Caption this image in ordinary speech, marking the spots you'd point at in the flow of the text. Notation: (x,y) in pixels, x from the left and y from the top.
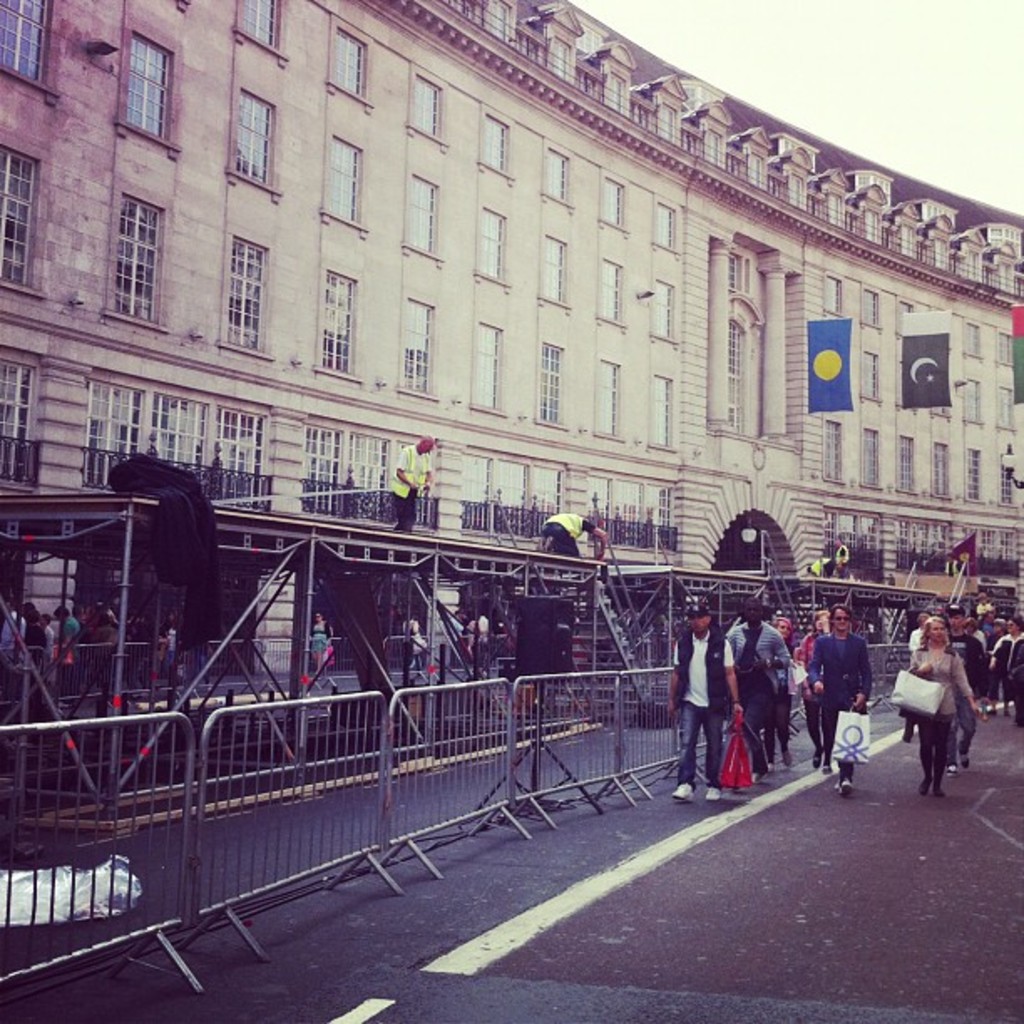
In this picture we can see there are some people (984,605) walking and some people (685,694) are standing on the path (954,810) and on the left side of the people (686,711) there are barriers (391,729) and some other objects (485,546). Behind the people (1009,691) there are flags (914,353), building (373,310) and a sky (745,76).
